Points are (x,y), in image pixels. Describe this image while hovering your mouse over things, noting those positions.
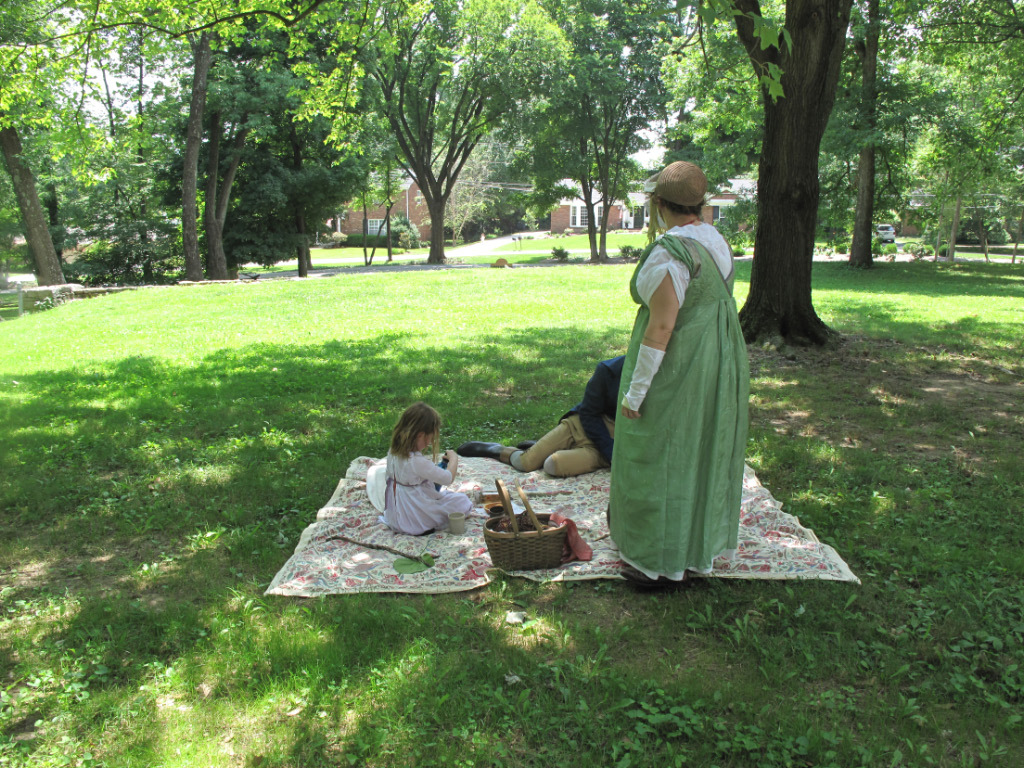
The picture is taken in a garden (376,635). In the center of the picture (651,462) there are woman (628,398), kid (420,483) and a person (568,428) sitting on a mat (545,578), on the mat (545,578) there is a basket (509,538). In the foreground (363,431) there are plants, grass (534,382) and a tree (788,103). In the background (536,111) there are trees (712,131), plants (458,217) and buildings (640,190).
